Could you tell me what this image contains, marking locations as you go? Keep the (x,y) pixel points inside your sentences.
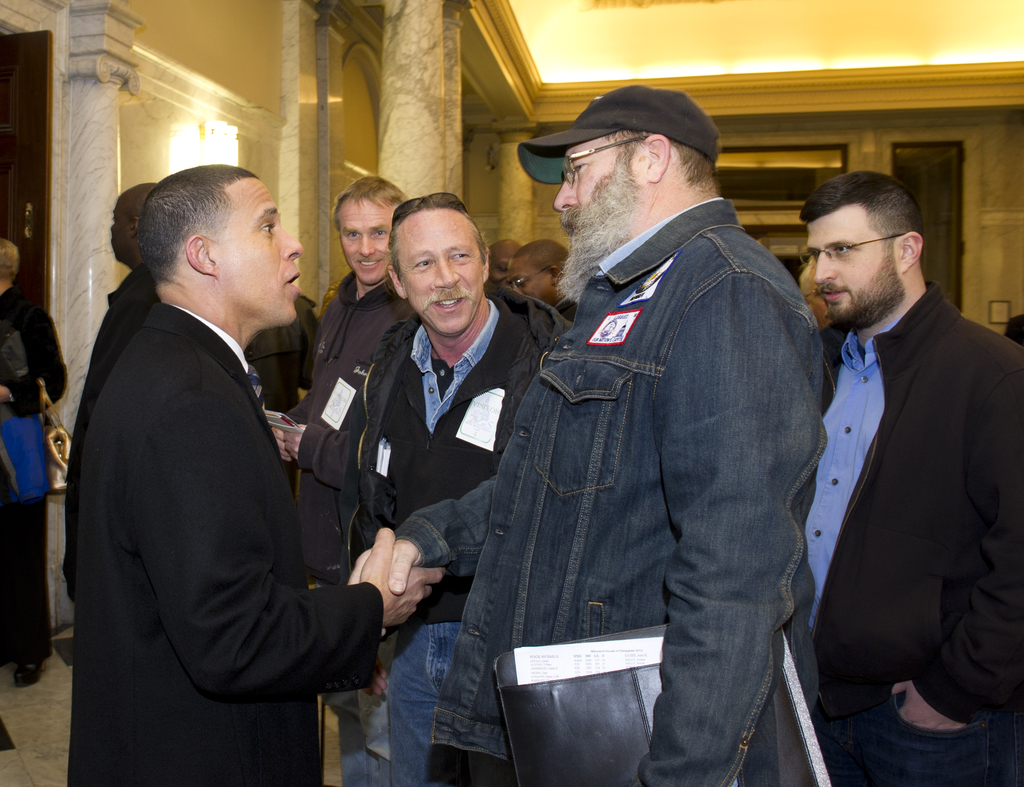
In the center of the image (454,524) we can see some people (482,380) are standing and two men (487,615) are talking and shaking hands (399,619) each other and a man (511,521) is holding a file (627,695) and wearing a cap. In the background of the image (1002,78) we can see the wall (1016,149), pillars (79,116), lights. At the top of the image (663,37) we can see the roof (672,40). In the bottom left corner (47,733) we can see the floor (69,742).
